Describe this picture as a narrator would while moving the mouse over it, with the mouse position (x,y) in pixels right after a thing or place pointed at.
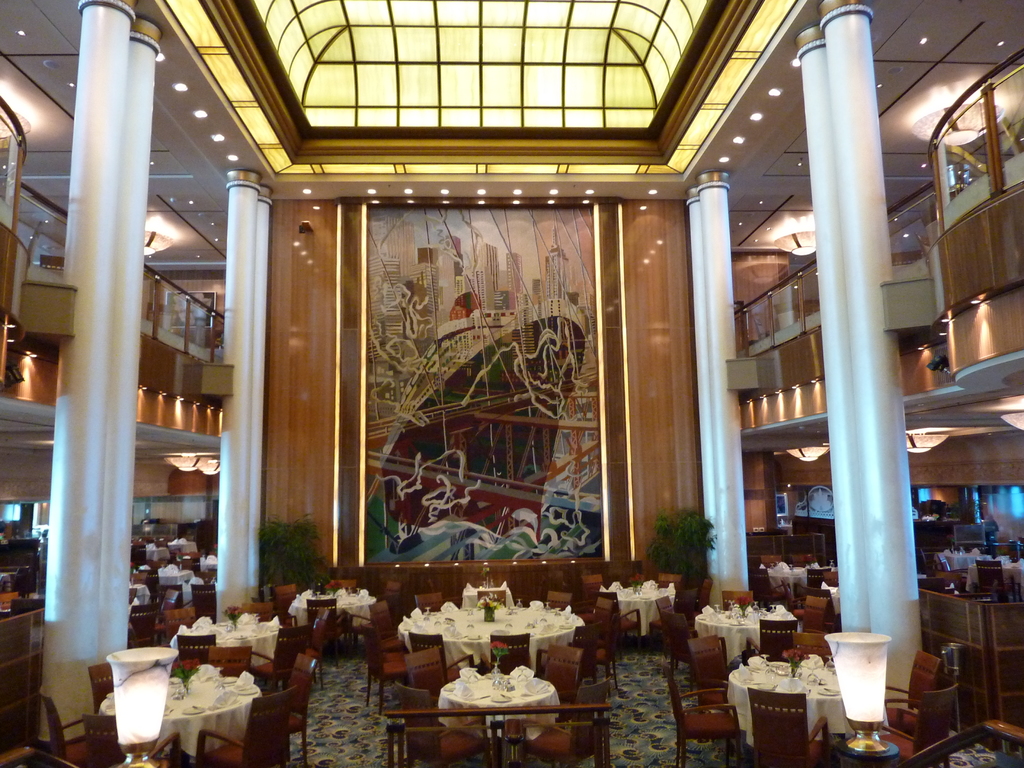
This picture is taken in a hall (623,175), in this image there are tables (185,740), on that tables (203,704) there are few objects (734,604), around the tables (732,621) there are chairs (418,736), in the background (286,230) there are pillars (103,563) and a wall (305,245), on that wall (418,591) there is a photo frame (368,316), at the top (333,167) there is a ceiling (441,156) and there are lights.
